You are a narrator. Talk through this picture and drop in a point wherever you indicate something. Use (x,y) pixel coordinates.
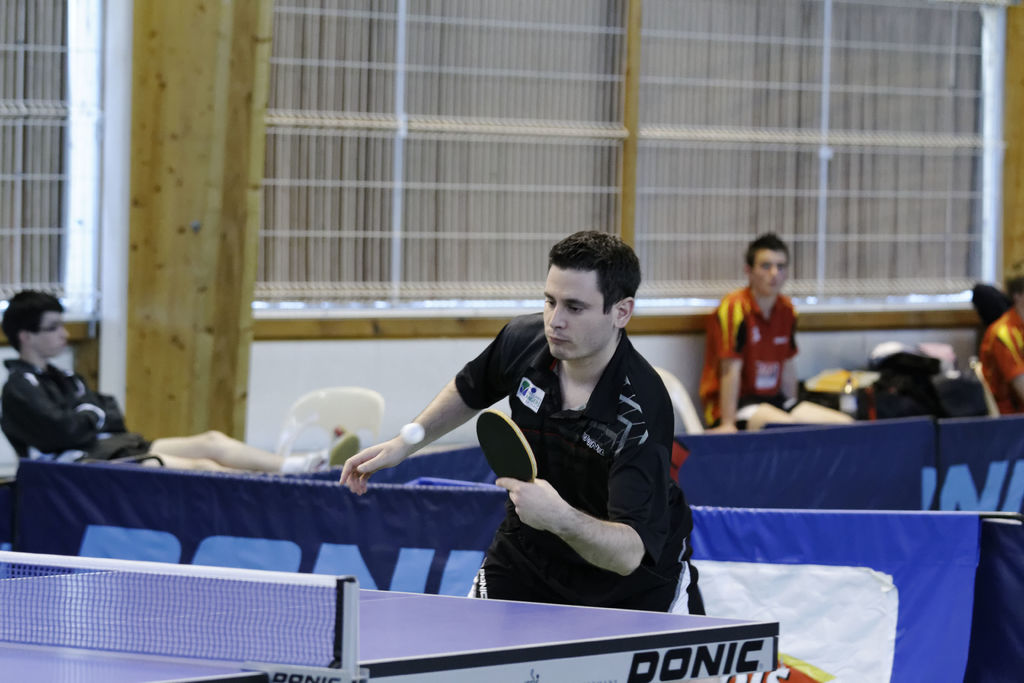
In this image I can see few people (619,291) where a man (645,385) is holding a table tennis racket (533,475). Here I can see a ball (411,440). In the background (354,415) I can see few chairs (335,411). I can also see a table tennis table (751,654).
